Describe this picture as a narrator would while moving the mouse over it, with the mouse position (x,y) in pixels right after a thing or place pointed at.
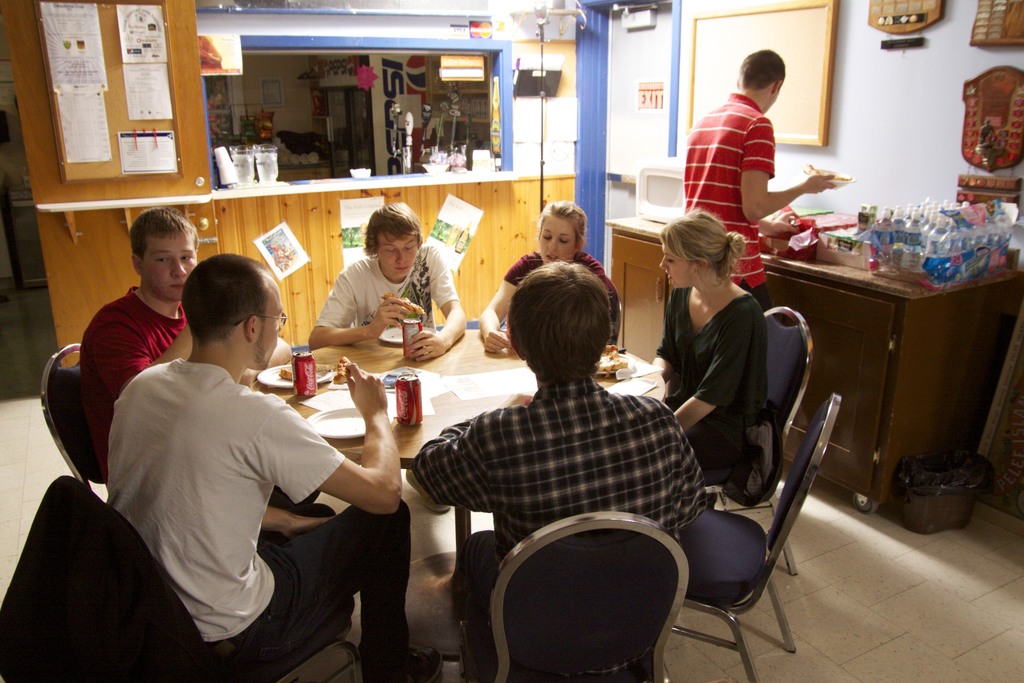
In this image I can see group of people (462,327) sitting on the chairs (747,528) and one person (717,174) is standing. In front of them there is a tin (413,404) and plate (341,408) on the table (455,377). There is a shop (335,116) with some of the objects (406,140) in the shop (438,147). There are some papers (81,74) attached to the shop (503,170). There is a board (832,59) and some objects (989,136) attached to the wall (890,155). There are many water bottles (905,236) on the table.
